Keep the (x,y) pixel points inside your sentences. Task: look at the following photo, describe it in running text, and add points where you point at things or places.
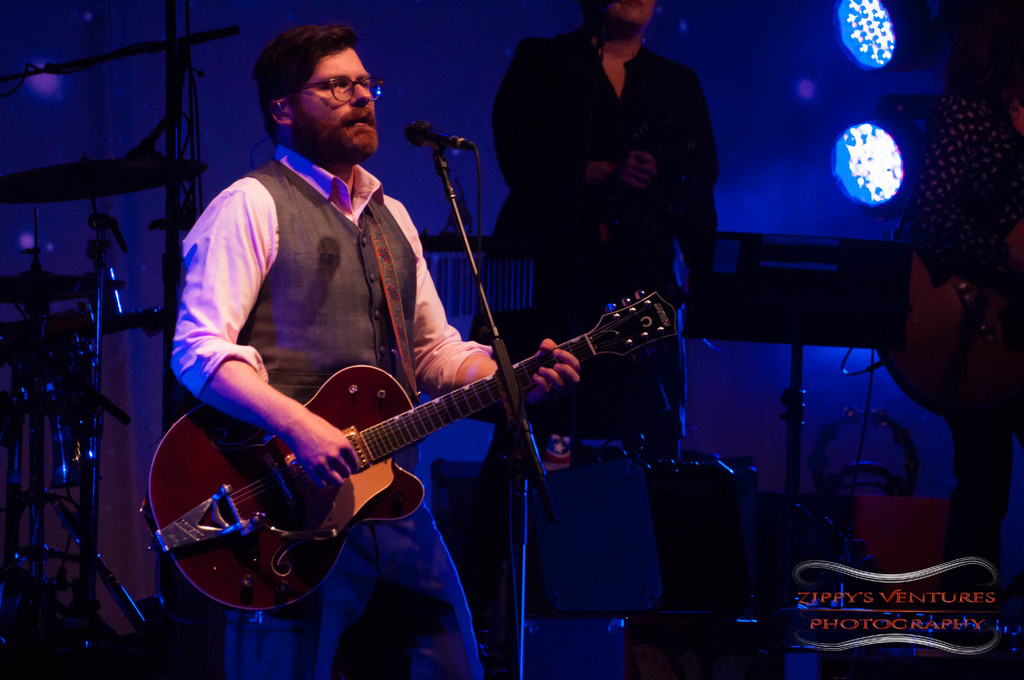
In this image in the front (309,358) there is a man (287,377) standing and holding a guitar (303,478) in his hand (297,443) and in front of the man (398,225) there is a mic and a stand (452,197). In the background (557,409) there are musical instruments (456,261) and there are persons (633,152) standing and there are lights (863,127).
